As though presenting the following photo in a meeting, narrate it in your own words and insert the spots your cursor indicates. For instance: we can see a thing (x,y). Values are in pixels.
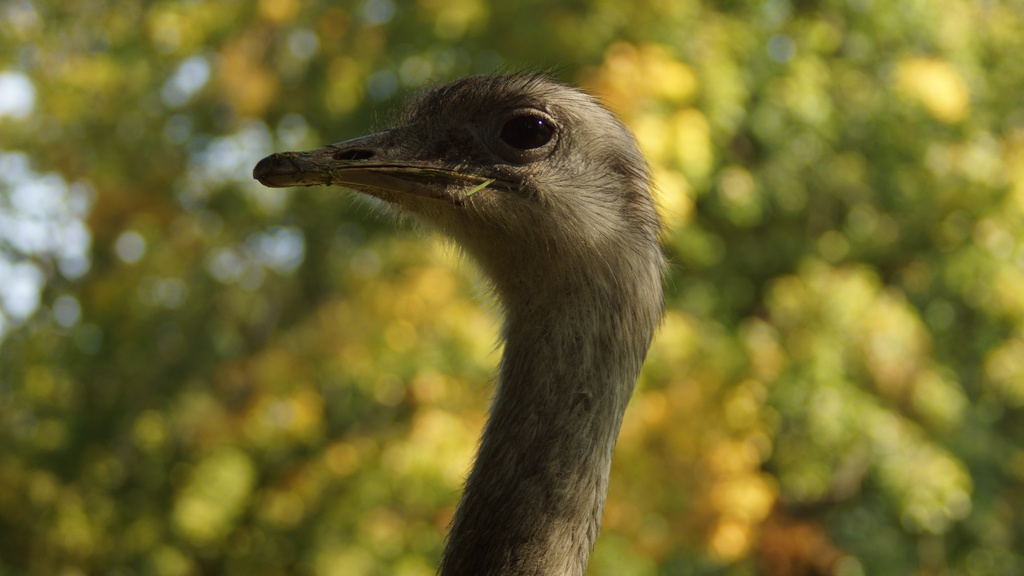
In this picture there is a bird (575,348) which is in cream color. At the back (987,108) there are trees (17,375). At the top (15,97) there is sky (29,97).
